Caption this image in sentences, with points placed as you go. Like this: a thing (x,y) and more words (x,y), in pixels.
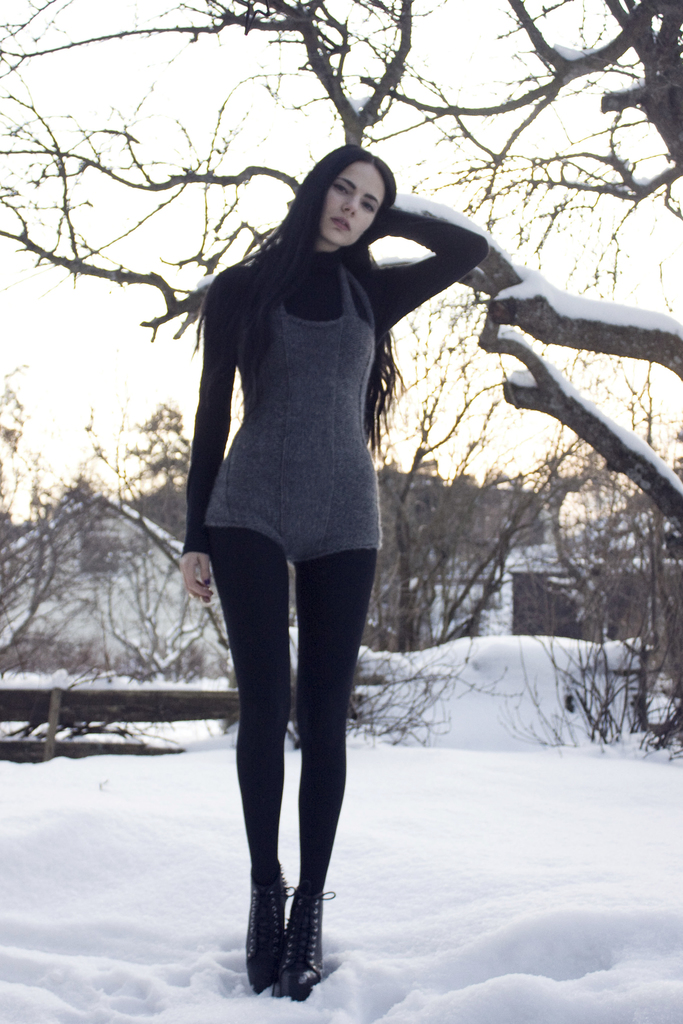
Land (424,905) is covered with snow (452,918). This person (284,646) is standing. Background (97,588) there are houses (128,579) and trees (555,475).
